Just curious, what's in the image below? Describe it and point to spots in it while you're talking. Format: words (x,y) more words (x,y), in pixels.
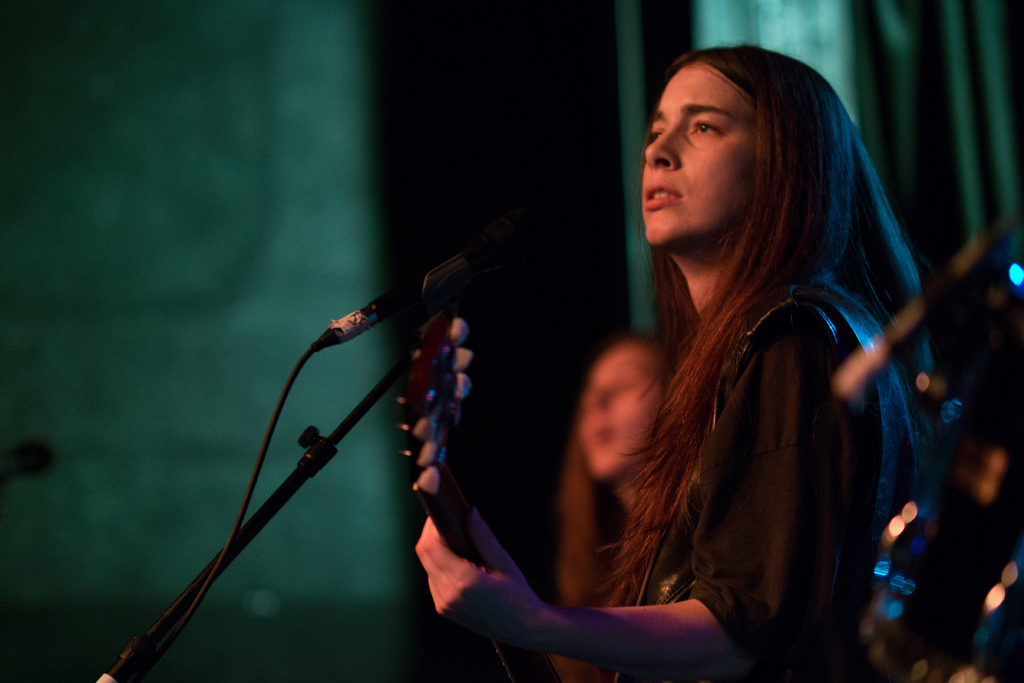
In this image we can see a woman (570,634) holding an object (434,457), a microphone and we can also see a person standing behind her.
